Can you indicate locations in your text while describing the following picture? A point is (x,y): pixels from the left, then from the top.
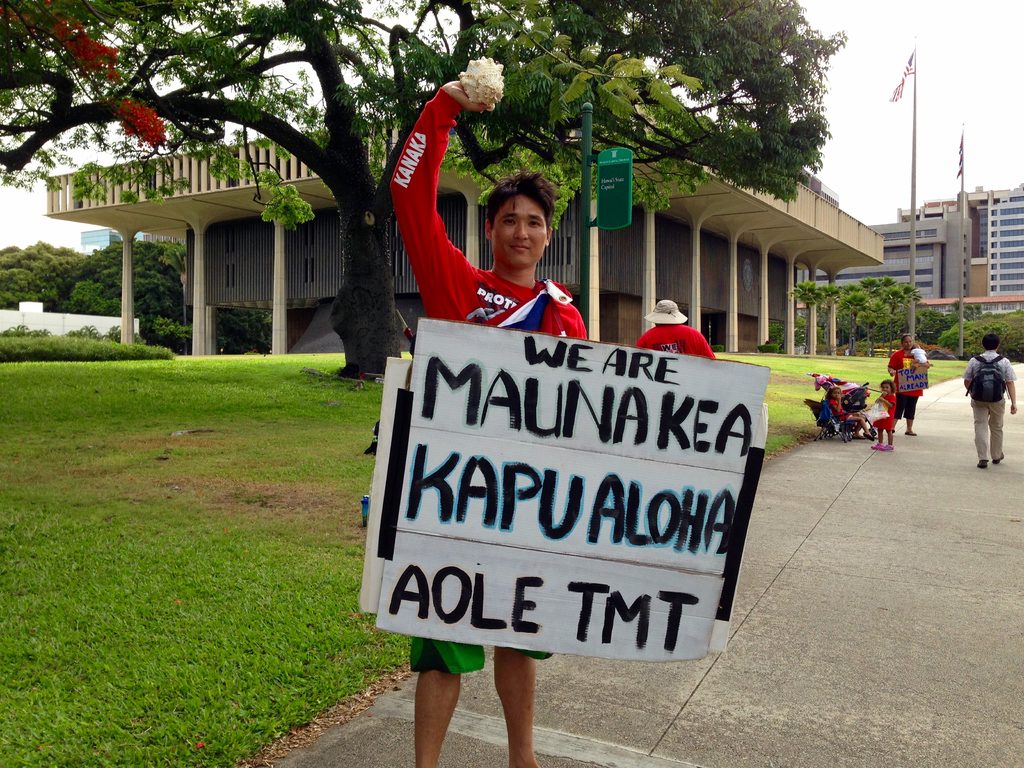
In this picture we can see a man (417,219) in the red t shirt (453,302) is holding a board (493,492) and an object (483,75). Behind the people (502,324) there are groups of people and a man (975,418) is walking. Behind the people (982,406) there are building (769,266), trees (70,257) and a sky (879,99).
